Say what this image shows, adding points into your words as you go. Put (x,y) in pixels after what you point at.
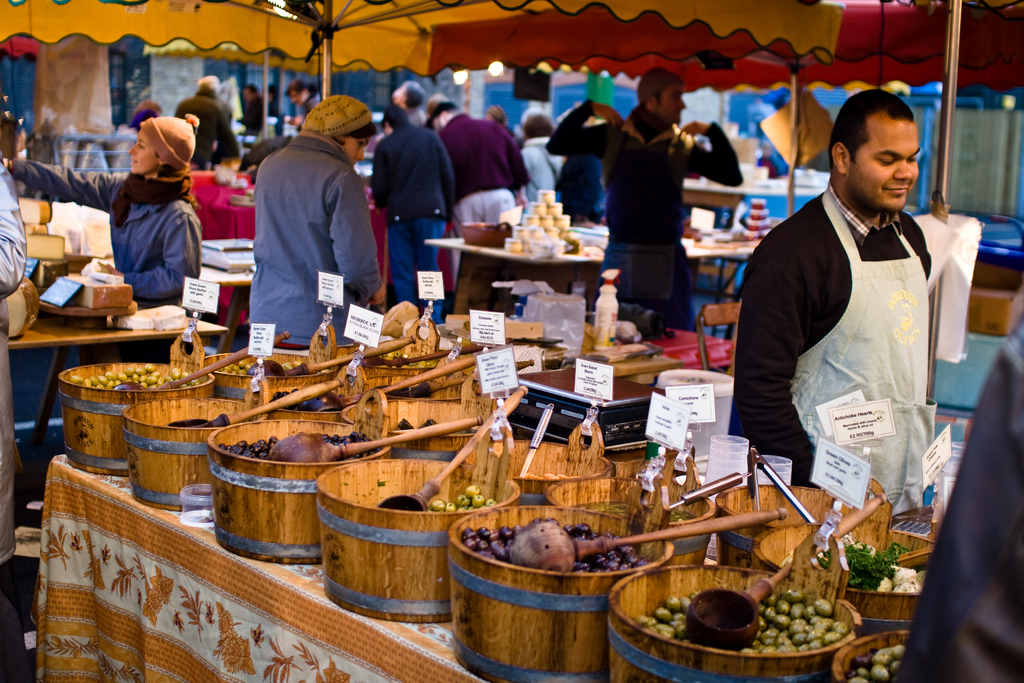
In this image we can see food (787,634) placed in bowls (517,447) on the table (234,641). In the background (789,309) we can see persons (776,298), tents (400,40) and lights (462,72).
